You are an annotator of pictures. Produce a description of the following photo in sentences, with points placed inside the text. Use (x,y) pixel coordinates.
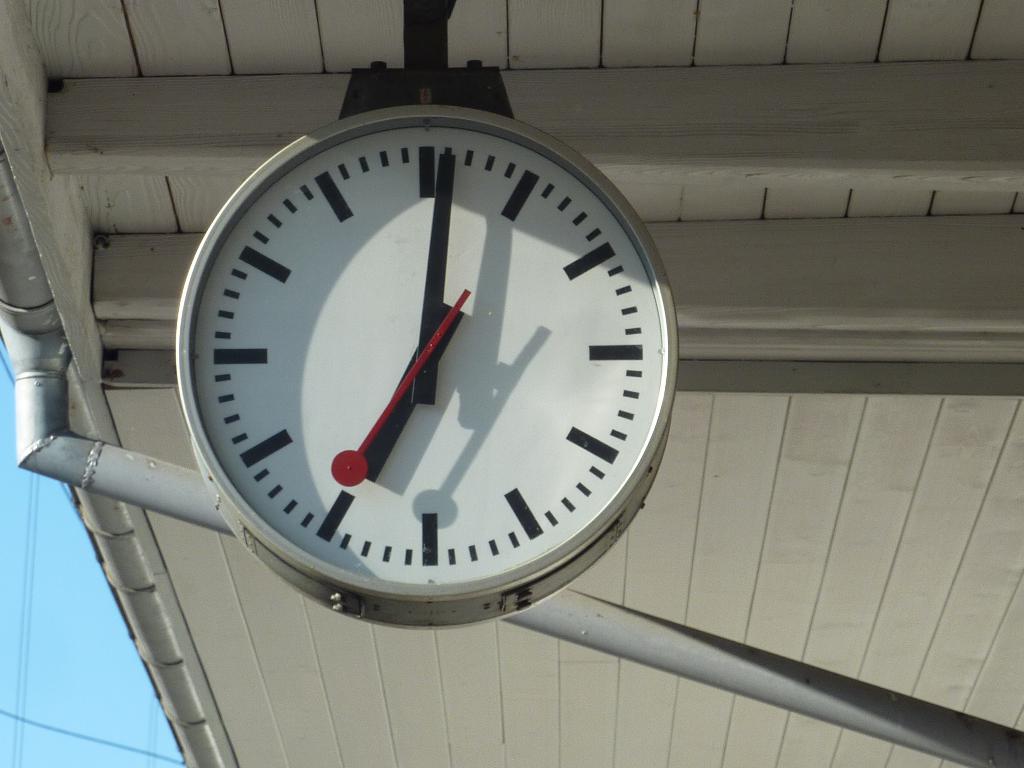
In this picture there is a clock (400,315) hanging on the roof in the front (421,414) and behind the clock (414,578) there is a pole (763,690) which is white in colour.
